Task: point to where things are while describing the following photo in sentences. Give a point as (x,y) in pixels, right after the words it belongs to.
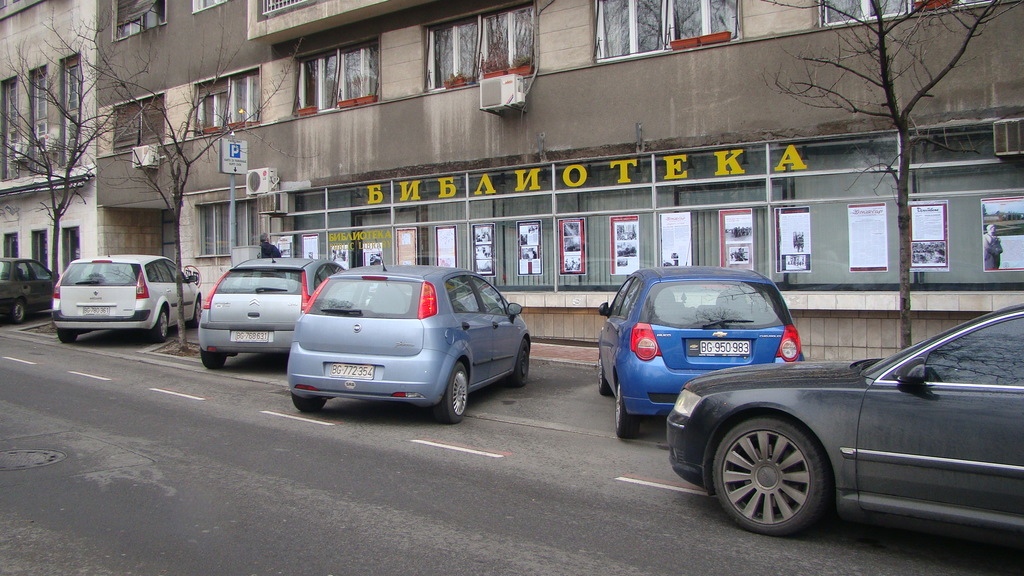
In the picture I can see these cars (450,325) are parked on the side of the road (75,381) and this car (908,405) is moving on the road (585,536). In the background (687,223), we can see the building (502,44), we can posters (281,241), air conditioner fans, dry trees (54,246), glass windows (432,225) and some text (621,181) which is in yellow color here.
